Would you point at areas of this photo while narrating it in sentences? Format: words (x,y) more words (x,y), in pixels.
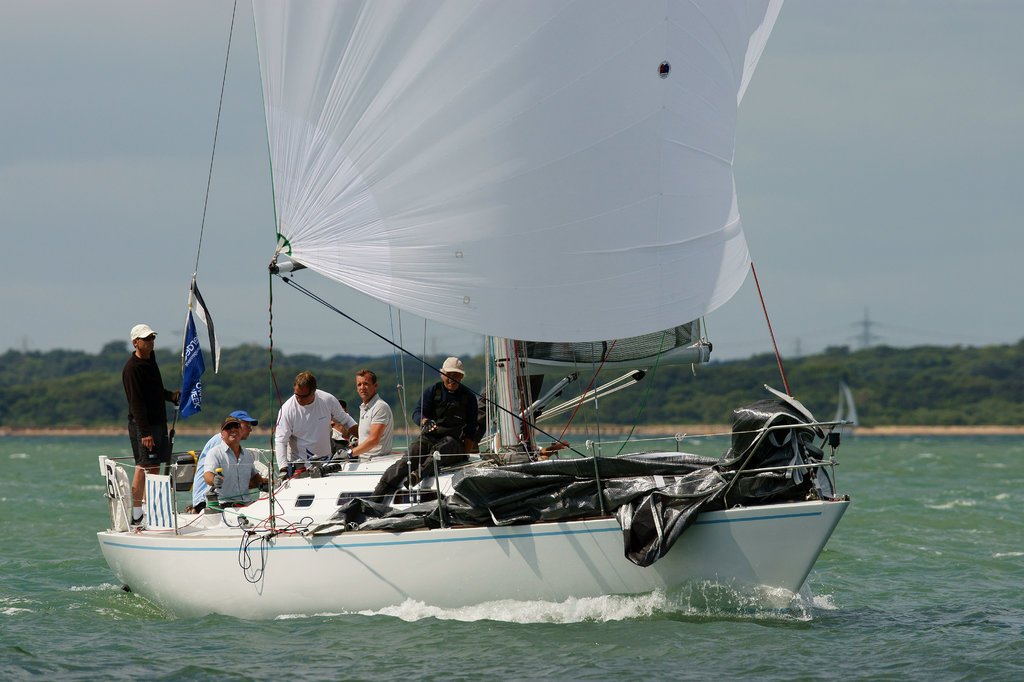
In this image I can see a ship (553,539) on the water (844,595). I can see few people (246,462), ropes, black cover (356,503) and few objects (310,472) in the ship (326,463). Back I can see few trees (835,366) and sky (826,183) is in blue and white color.
